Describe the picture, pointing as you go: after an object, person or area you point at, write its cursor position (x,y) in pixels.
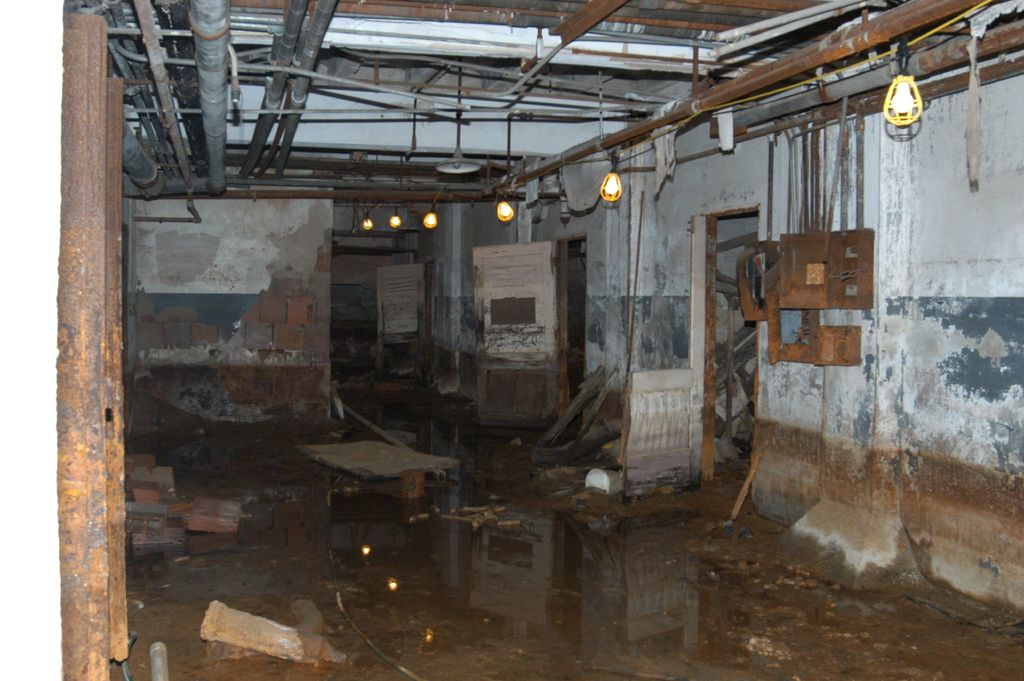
In this picture I can see the inside view of the building (792,492). At the top (868,111) I can see many poles (784,25), steel pipes (407,185) and rods (611,39). On the right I can see many lights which are hanging from this pipe (953,14). At the bottom (489,568) there was a water (551,602). In the back (633,447) I can see many doors (418,286). On the left (255,290) there is a wall partition (238,339).
